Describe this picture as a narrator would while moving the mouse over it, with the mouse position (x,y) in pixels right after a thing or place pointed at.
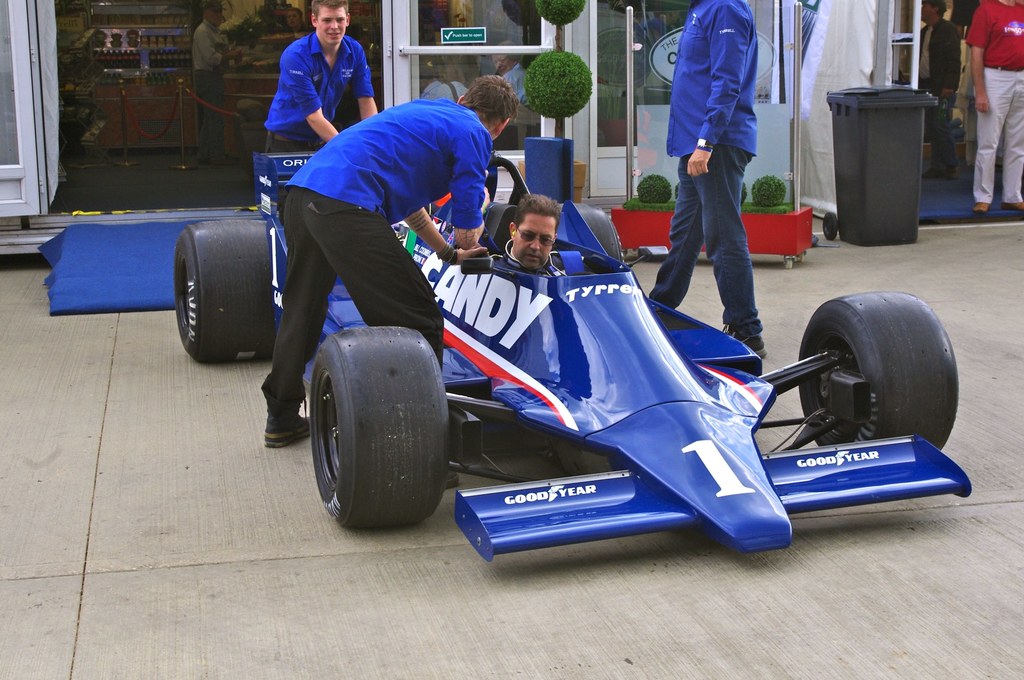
In this image I see a man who is sitting in the sports car (515,280) and there are 3 men (662,292) who are standing near to the car (526,190). In the background (434,17) I see few plants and shops (396,6) and few people (999,110) in it.
